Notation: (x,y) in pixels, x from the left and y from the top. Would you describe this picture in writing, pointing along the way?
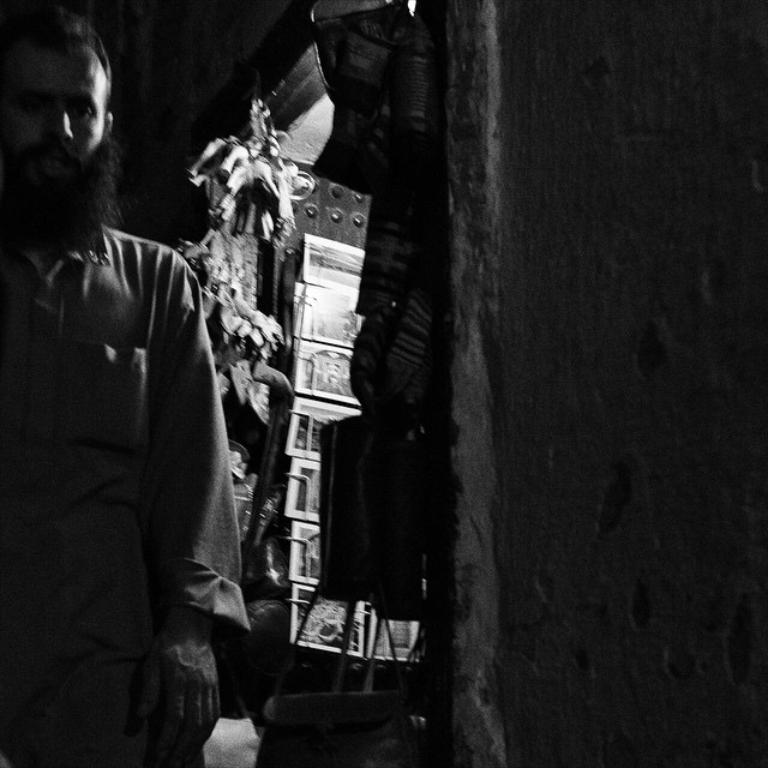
In this image there is a person (83,530) truncated towards the left of the image (88,351), there are objects (308,304) behind the person (77,303), there is a wall (611,404) truncated towards the right of the image (600,383).
